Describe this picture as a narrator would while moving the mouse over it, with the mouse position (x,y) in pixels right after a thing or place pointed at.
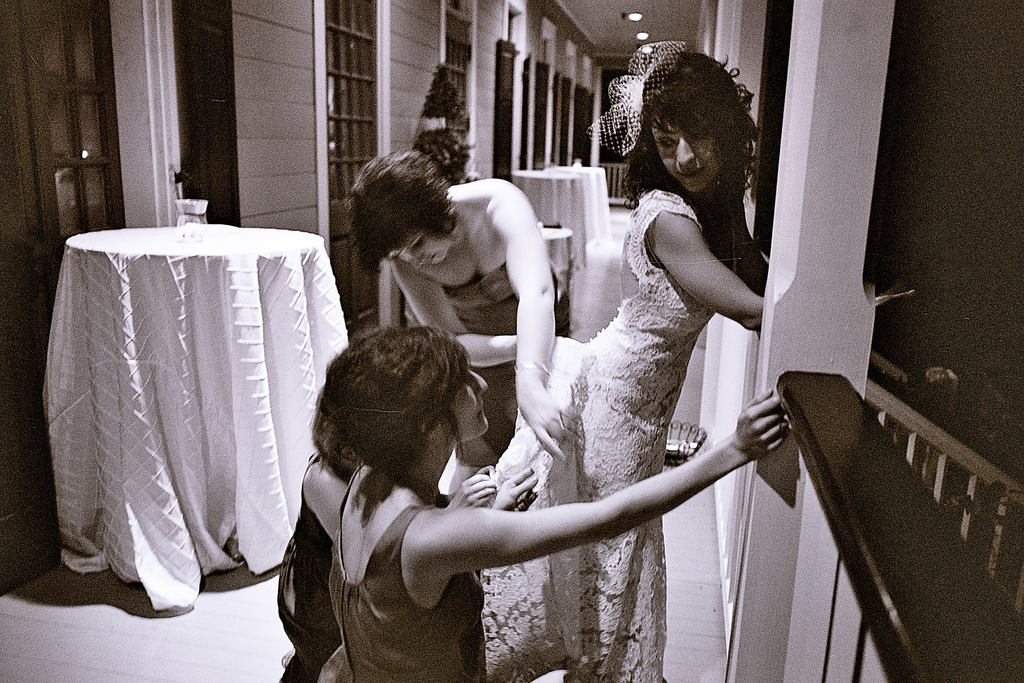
This is a black and white image. There are 4 persons (571,478) in this image. They are women (407,539). There are tables (84,293) in the middle (550,234). There are stairs (903,409) on the right side (943,447). There are lights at the top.
